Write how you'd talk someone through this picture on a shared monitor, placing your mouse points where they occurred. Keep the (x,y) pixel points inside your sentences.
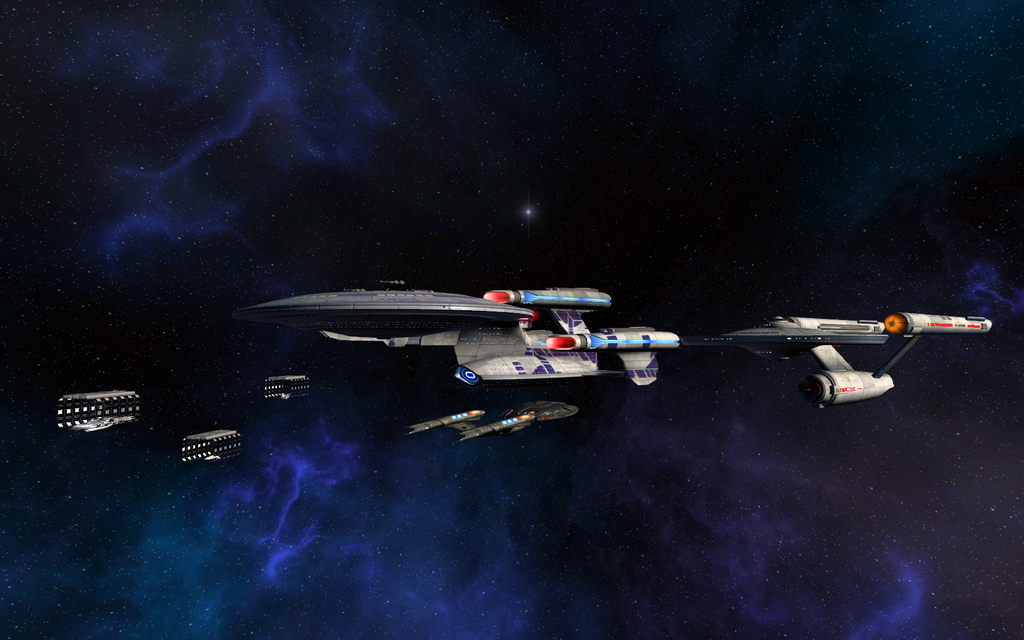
In this picture I can see spaceships (572,317) in the sky (697,355).
